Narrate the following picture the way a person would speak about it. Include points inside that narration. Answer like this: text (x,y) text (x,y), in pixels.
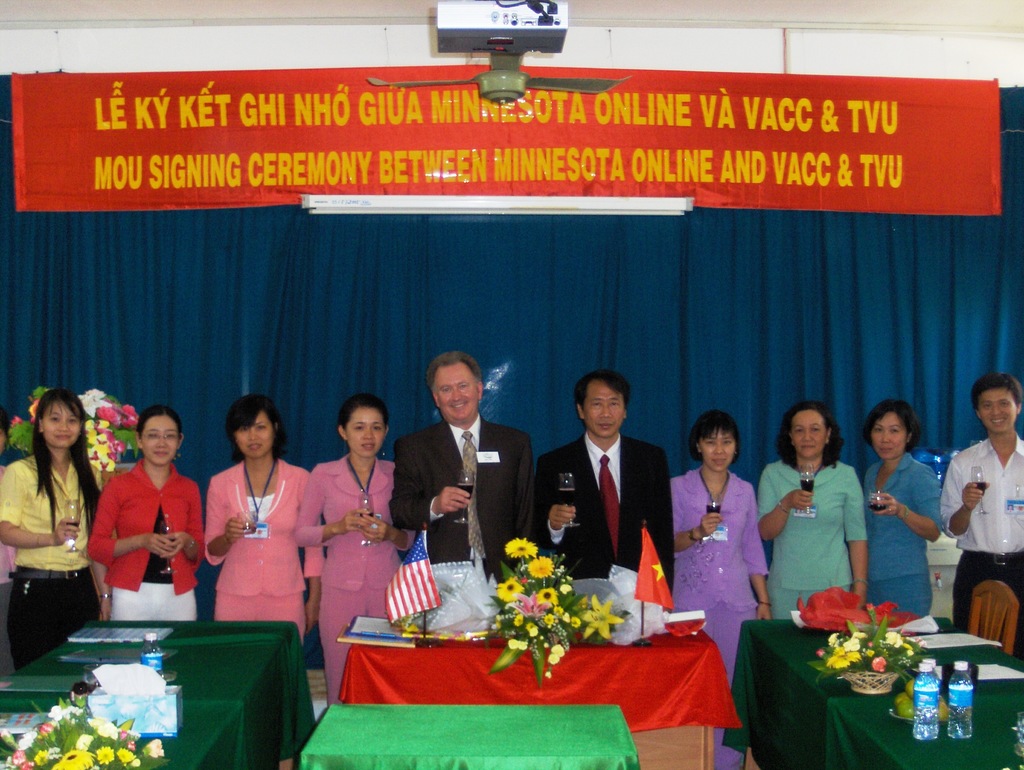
In this image there are people (52,509) standing. They are smiling and holding glasses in their hands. In front of them there are tables (381,673). On the tables (305,675) there are water bottles (922,694), books (124,640), papers (960,647), flower bouquets (509,658) and flags (411,586). Behind them there is a curtain (568,275) to the wall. Above the curtain (396,273) there is a banner (376,161) with text (411,164). At the top (557,47) there is a fan (498,85) and a projector (524,25) hanging to the ceiling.
